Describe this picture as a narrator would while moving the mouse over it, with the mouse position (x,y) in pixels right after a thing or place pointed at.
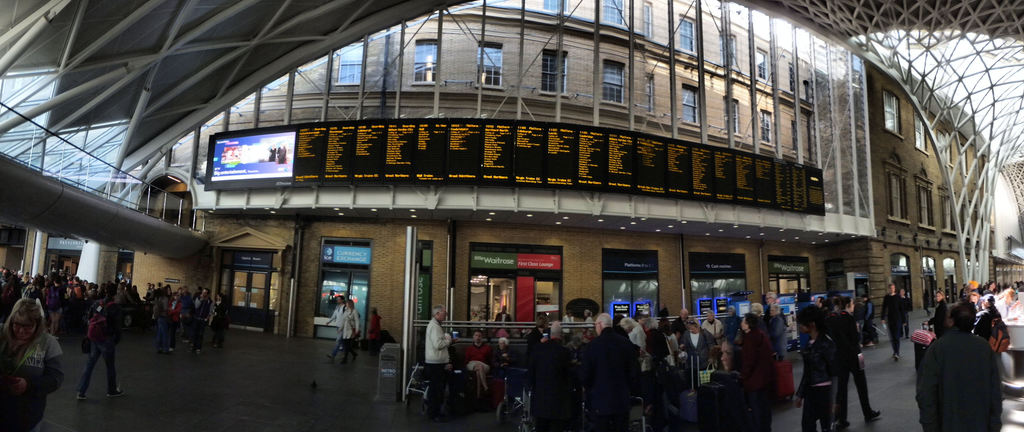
In this picture I can observe some people (560,355) walking on the floor (376,355). There are men (637,353) and women (750,339) in this picture. In the middle of the picture (401,171) I can observe LED screen (564,154). In the background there is a building (470,89).
